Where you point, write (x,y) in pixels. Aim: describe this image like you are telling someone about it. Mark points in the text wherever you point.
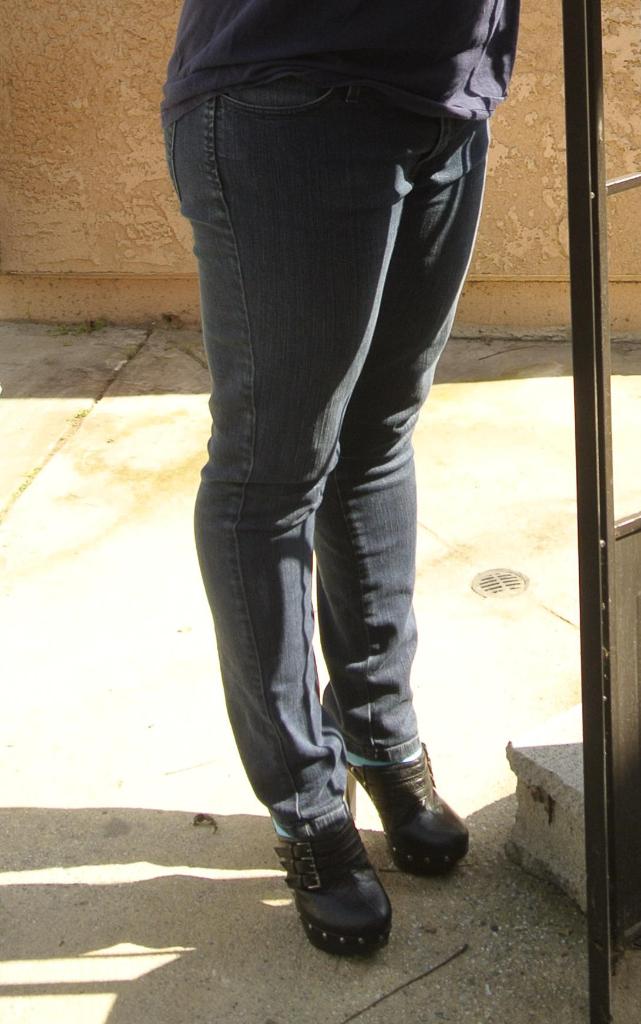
In this picture we can see a person (318,406) is standing on the path (413,999) and on the right side of the person (295,499) there is an iron rod (580,333). Behind the person (271,376) there is a wall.
